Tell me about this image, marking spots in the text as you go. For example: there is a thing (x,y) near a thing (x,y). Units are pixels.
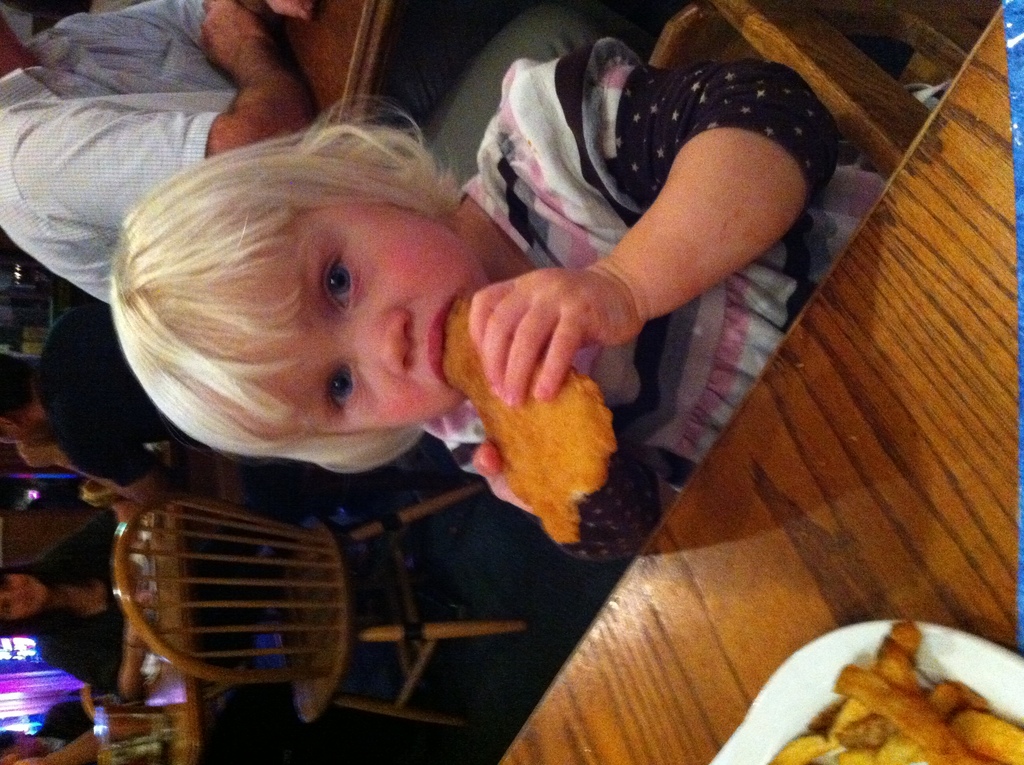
There is a kid (611,205) sitting on the chair (807,27) and she is eating food (588,449). This is a table (901,244). On the table (918,547) there is a plate (940,643) and food (874,703). In the background (250,8) we can see few people (140,172), chairs (173,618), and tables (349,41).
